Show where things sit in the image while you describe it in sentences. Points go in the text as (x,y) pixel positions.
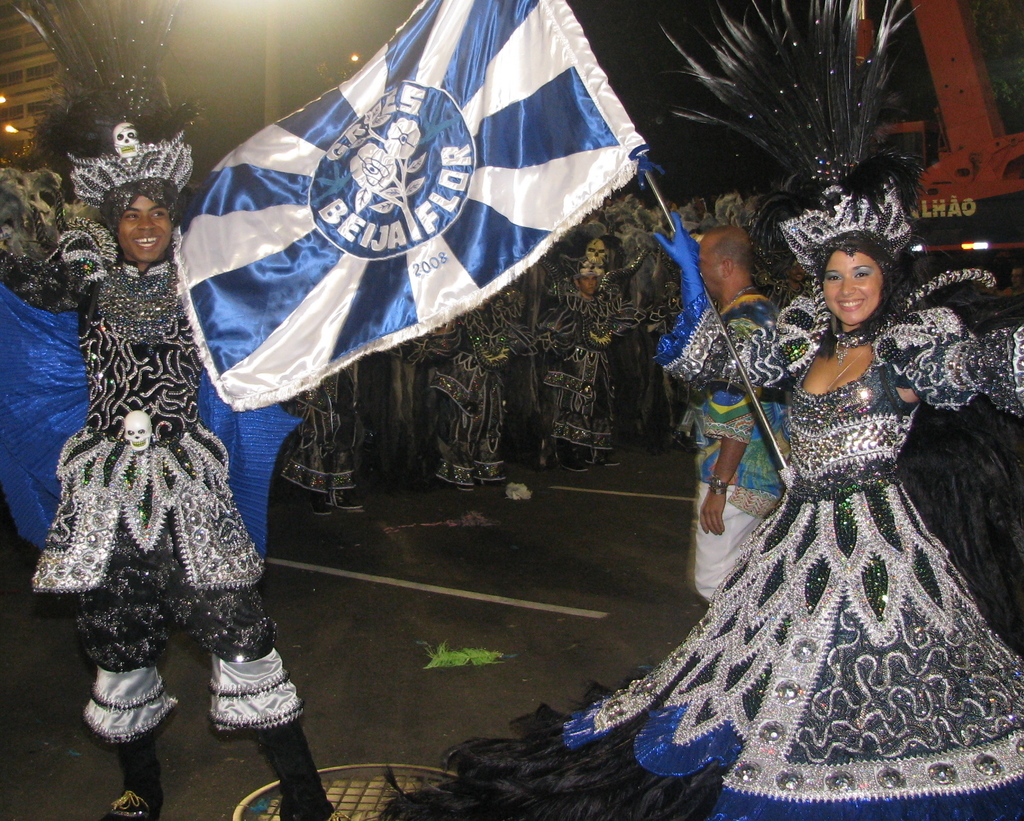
In this image we can see people (873,598) with costume (594,454). There is a lady (917,463) holding a flag (456,147). And they are on the road (511,559).
